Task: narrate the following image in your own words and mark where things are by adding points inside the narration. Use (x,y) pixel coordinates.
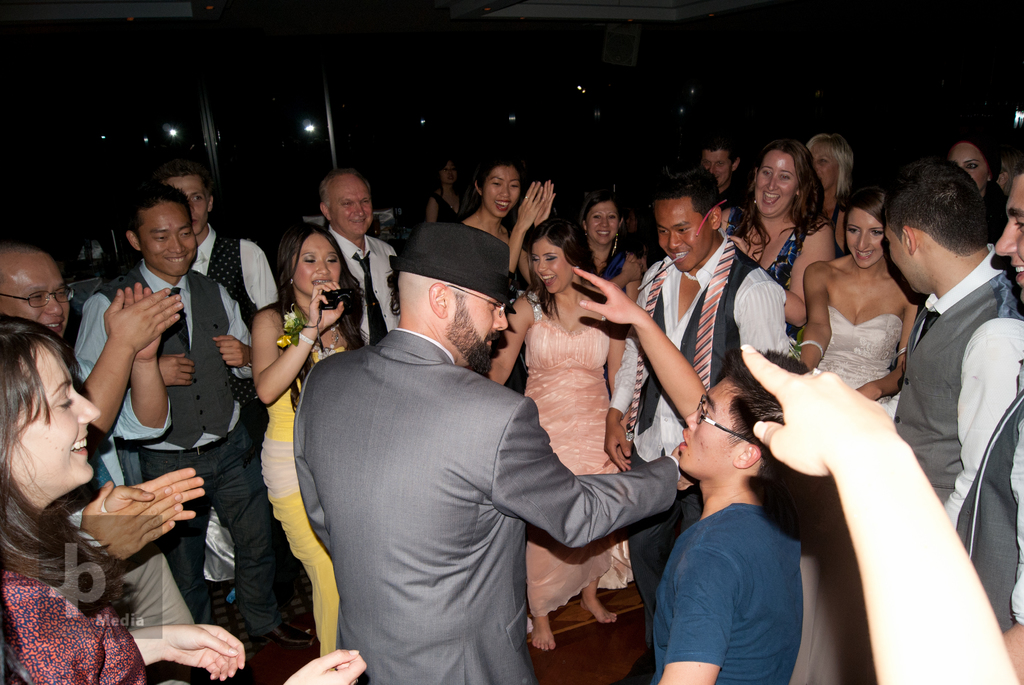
In this image in front (397,666) there are people (474,368) wearing a smile on their faces (474,294). In the background of the image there are poles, lights (306,131). There is a wall (725,95). There is some text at the bottom of the image (136,560).
